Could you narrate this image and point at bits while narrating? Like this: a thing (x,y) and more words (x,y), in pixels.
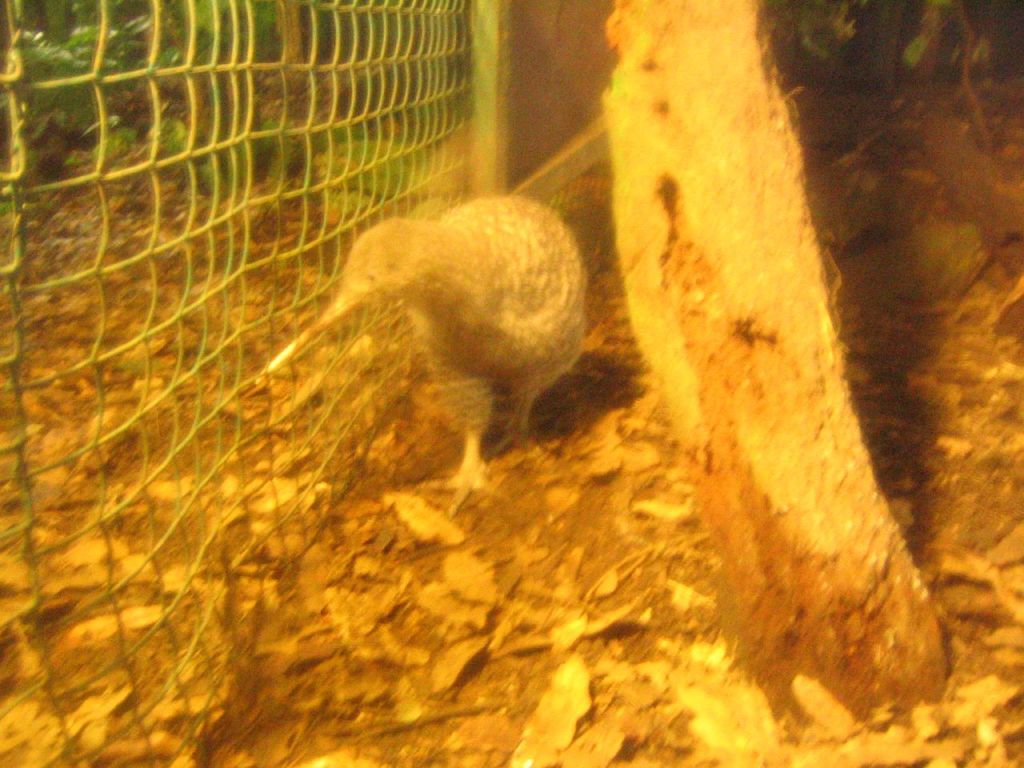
In this image there is a bird (475,409) beside the fence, there are plants (291,155), few leaves (358,389) on the ground (304,507) and the trunk (720,322) of the tree (741,311).
